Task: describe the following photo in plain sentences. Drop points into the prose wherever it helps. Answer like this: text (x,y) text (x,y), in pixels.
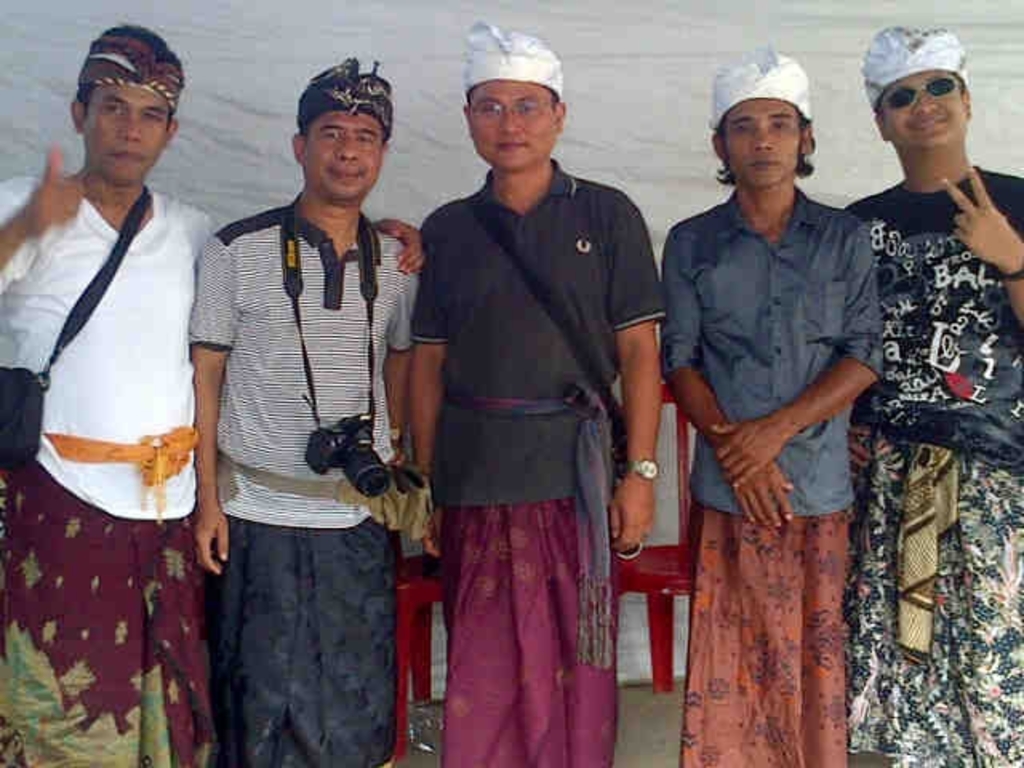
In this picture we can see some people (528,457) are standing and taking picture.
